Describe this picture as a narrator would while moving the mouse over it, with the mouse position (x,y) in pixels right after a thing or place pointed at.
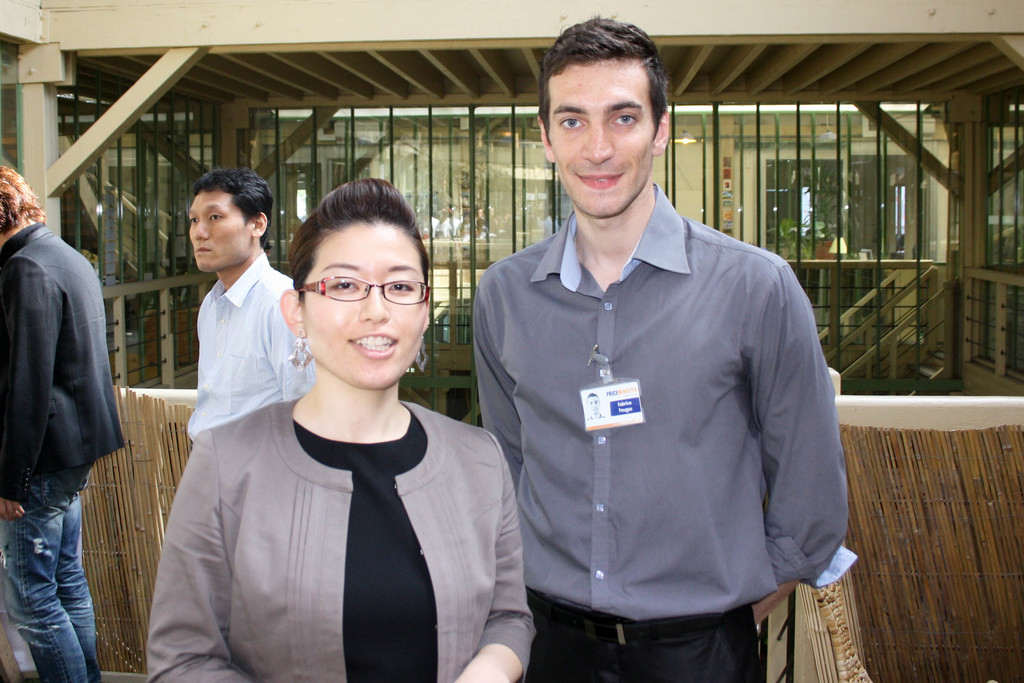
In this picture I can see few people (681,214) standing and a man (717,319) wore a ID card (630,392) and I can see a building (892,171) on the back (712,186) and a metal fence (276,111).
